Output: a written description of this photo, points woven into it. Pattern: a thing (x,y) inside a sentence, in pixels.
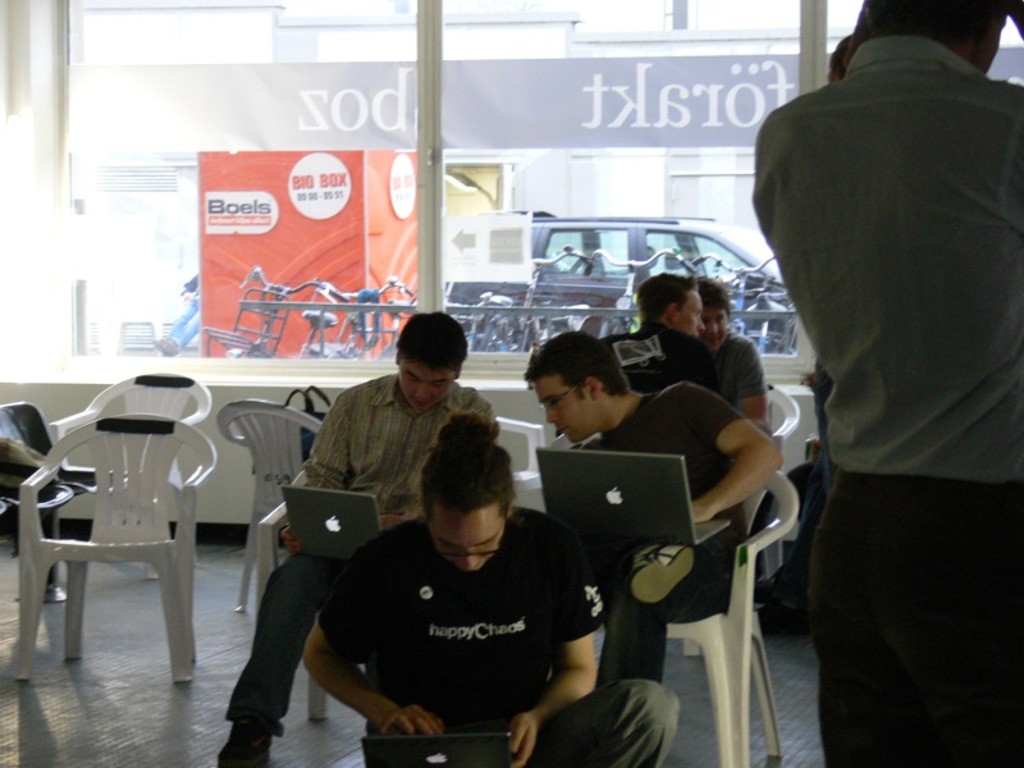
In this image, there are some persons (670,406) wearing clothes (537,689) and holding laptops (632,493) with their hands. There are some bicycles (737,293) in the middle of the image (342,300). There is an another person (854,330) on the right side of the image (895,344) standing and wearing clothes (915,346). There are some chairs (181,554) on the left side of the image (223,438).
